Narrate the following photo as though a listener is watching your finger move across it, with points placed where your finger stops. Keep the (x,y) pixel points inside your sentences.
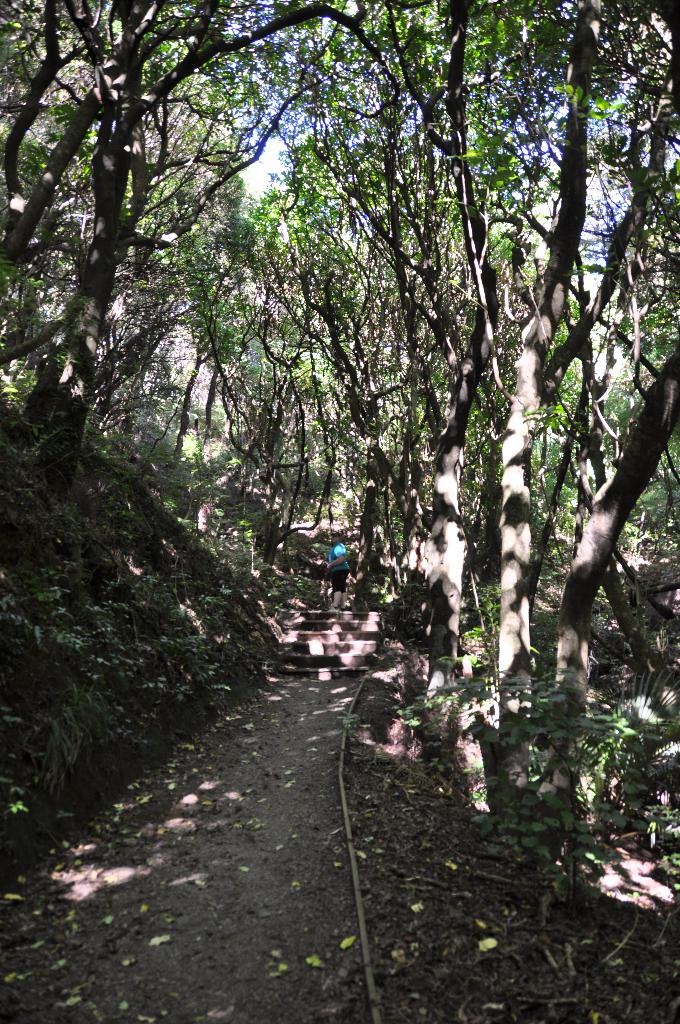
In this picture we can see a person (346,585) standing on the walkway (330,620). Behind the person (336,559), there are trees (304,385) and the sky (206,78).
